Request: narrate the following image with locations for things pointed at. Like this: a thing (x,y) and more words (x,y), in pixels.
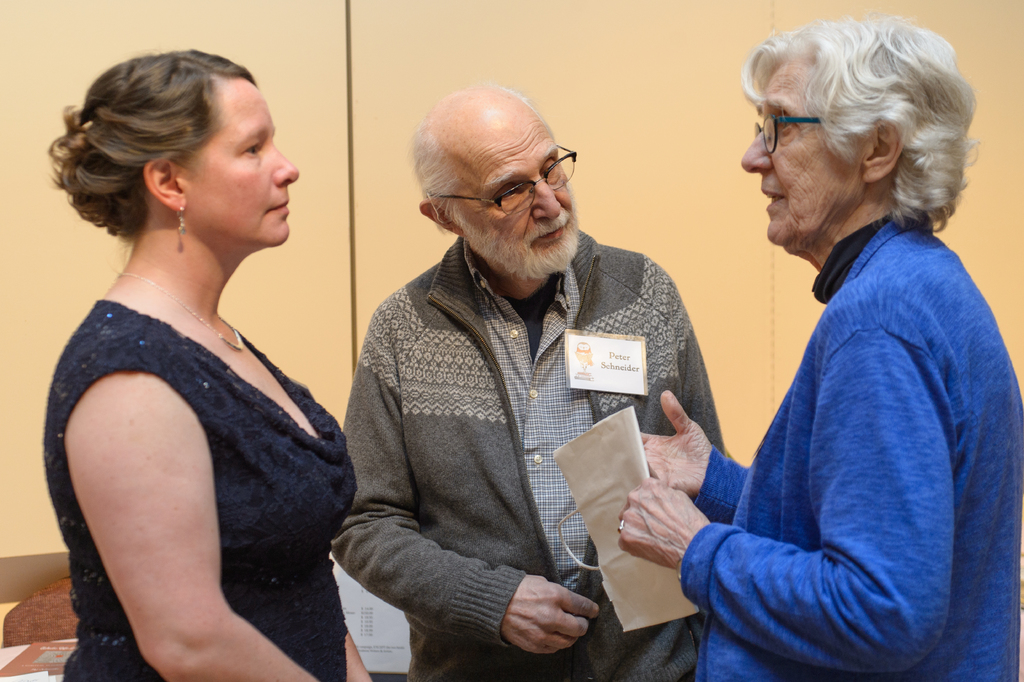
In this image I can see three persons (523,487) are standing. The person (819,441) who is on the right side (847,489) is holding a bag (614,507) in the hand (640,509) and speaking. The other two persons (459,419) are looking at this person (824,370). In the background (697,68), I can see a wall (403,50).
